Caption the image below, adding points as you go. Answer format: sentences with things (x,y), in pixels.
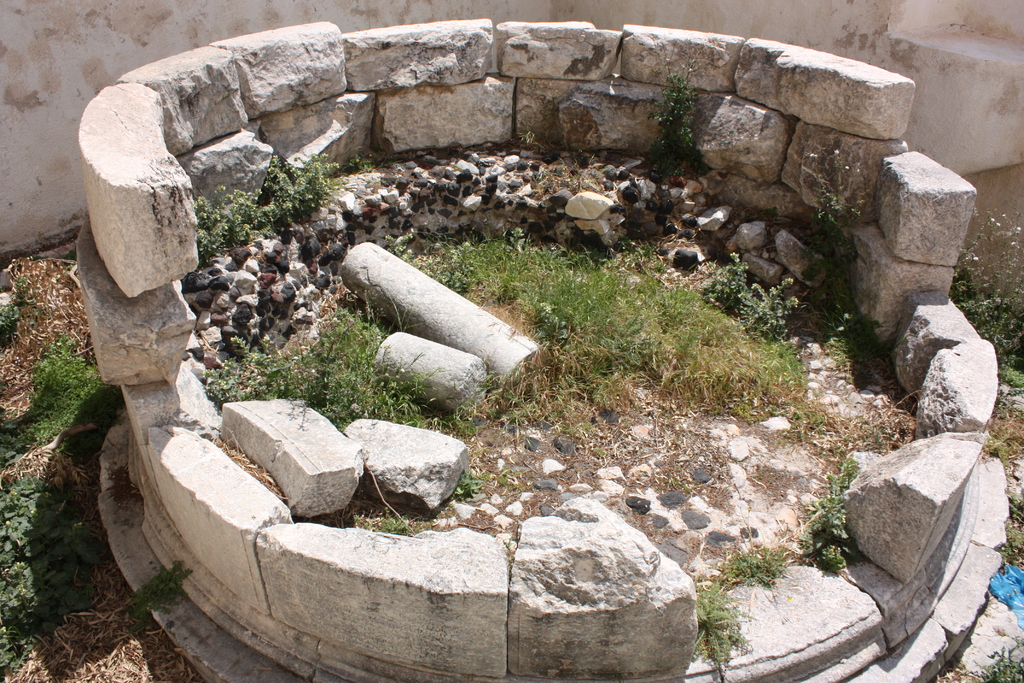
This picture is clicked outside. In the center (463,365) we can see the stones (516,193) and we can see the grass (592,311), plants (768,297) and the dry stems (59,299) and some rocks (657,227). In the background (897,24) there is a wall (793,33).
